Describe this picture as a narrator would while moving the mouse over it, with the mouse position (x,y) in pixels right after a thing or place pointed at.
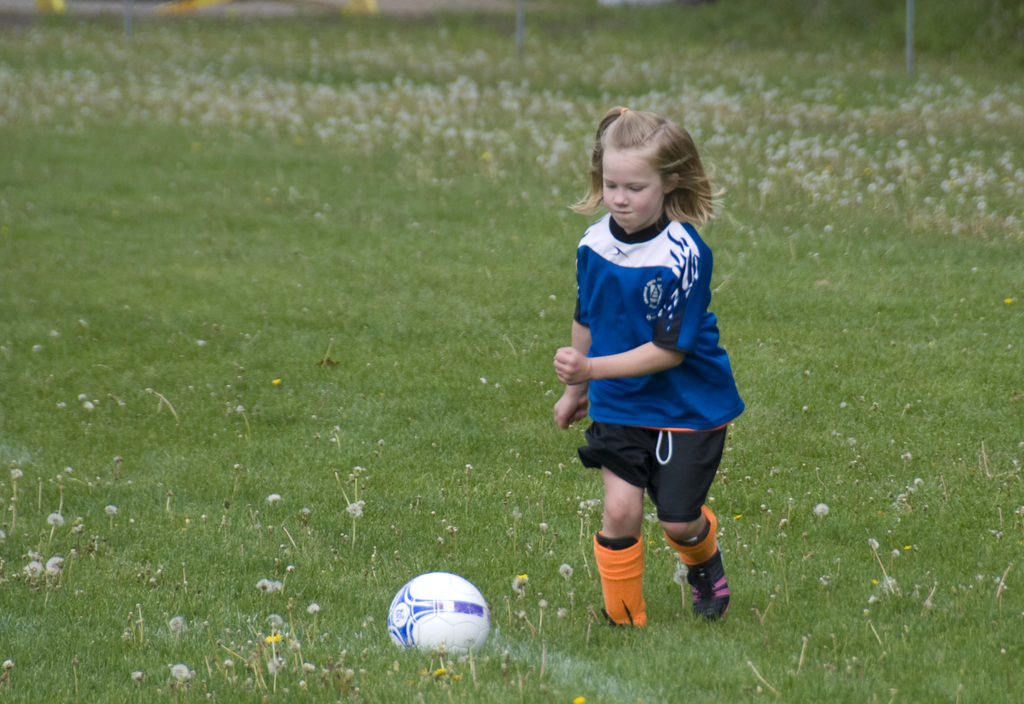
As we can see in the image there is grass (349,334), ball (442,616) and a girl (650,340) wearing blue color dress (623,310).
